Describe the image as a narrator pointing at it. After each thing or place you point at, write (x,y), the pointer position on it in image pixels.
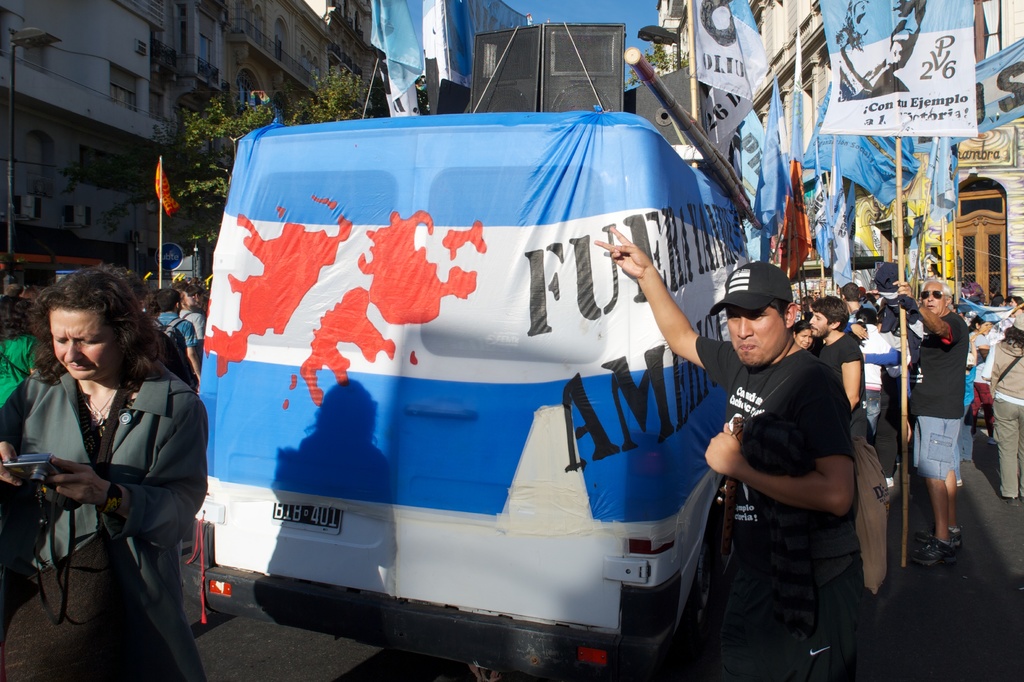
In the center of the image (389,240) there is a vehicle (396,253) on the road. On the vehicle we can see speakers (588,58) and flags (457,41). On the right side of the image (968,198) we can see persons (915,430), flags (985,89) and buildings (815,2). On the left side of the image (190,170) we can see light poles (15,88), flags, persons (39,395), trees (215,121) and buildings (262,79). In the background (651,10) there is a sky (594,16).
